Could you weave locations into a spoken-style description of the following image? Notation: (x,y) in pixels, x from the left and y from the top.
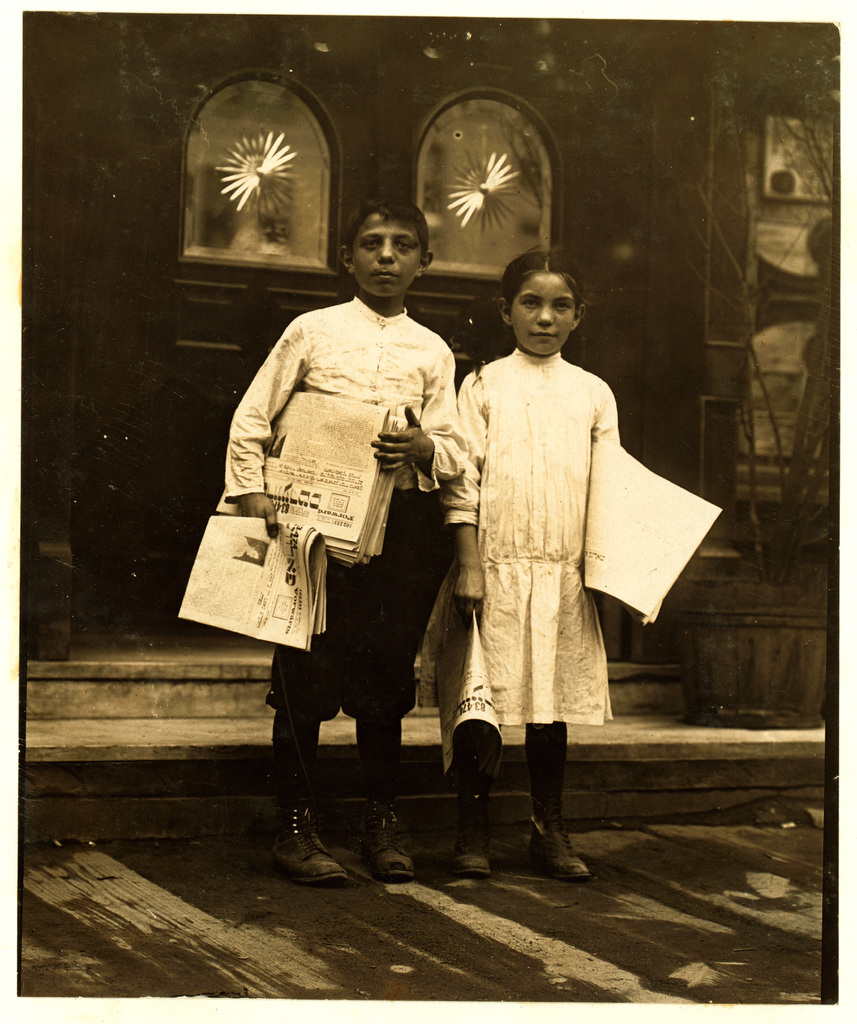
In this image there are two children (501,504) holding papers (475,646) on the road (457,923), behind there is a door (482,178) of the building (750,214), a plant (778,577) in the flower pot (767,594).
